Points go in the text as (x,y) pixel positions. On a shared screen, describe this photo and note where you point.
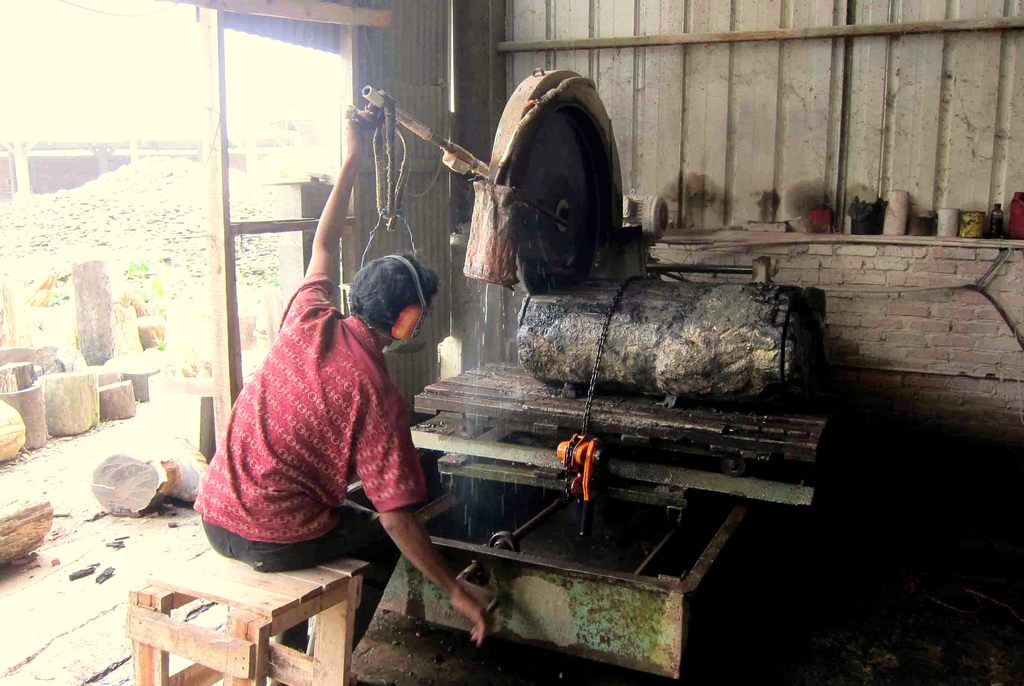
In this picture we can see a person (281,475) sitting on the chair (245,661). There is a wooden log (785,378) and a machine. We can see a few bottles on the shelf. A brick wall (835,405) is visible. There is a building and other objects (157,360) on the left side (149,336).
